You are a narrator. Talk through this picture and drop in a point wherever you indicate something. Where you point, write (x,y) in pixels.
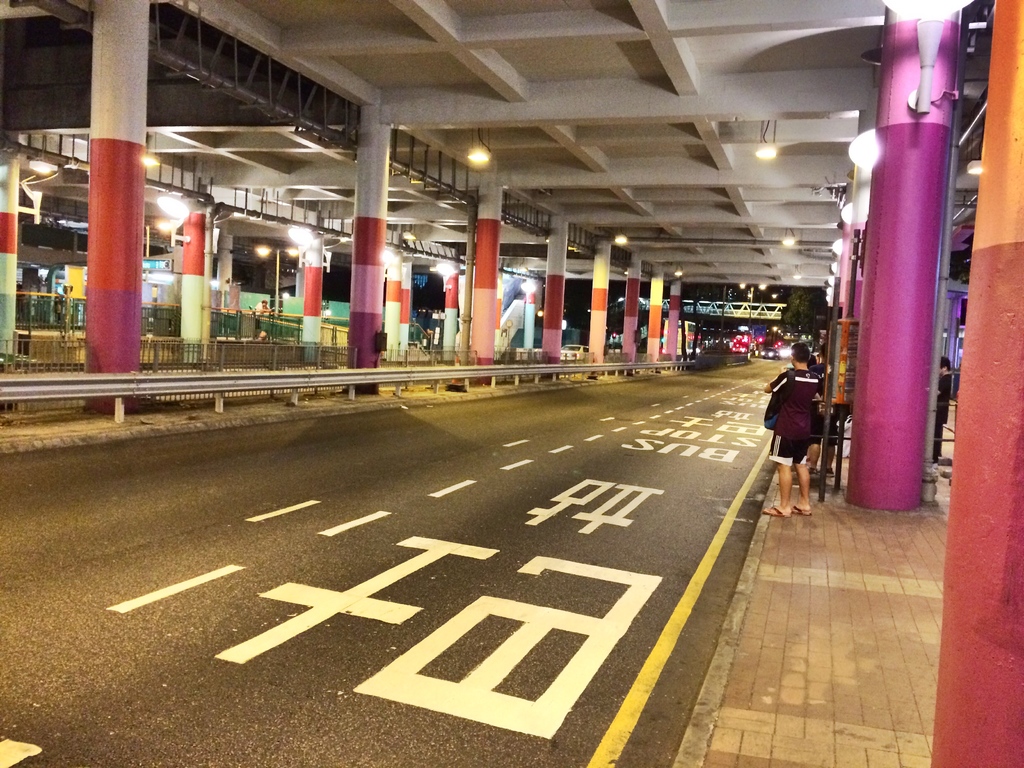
Here we can see few persons (939,404). This is road (339,719) and there are pillars (883,456). Here we can see lights (867,162), poles (825,494), and trees (797,312).
